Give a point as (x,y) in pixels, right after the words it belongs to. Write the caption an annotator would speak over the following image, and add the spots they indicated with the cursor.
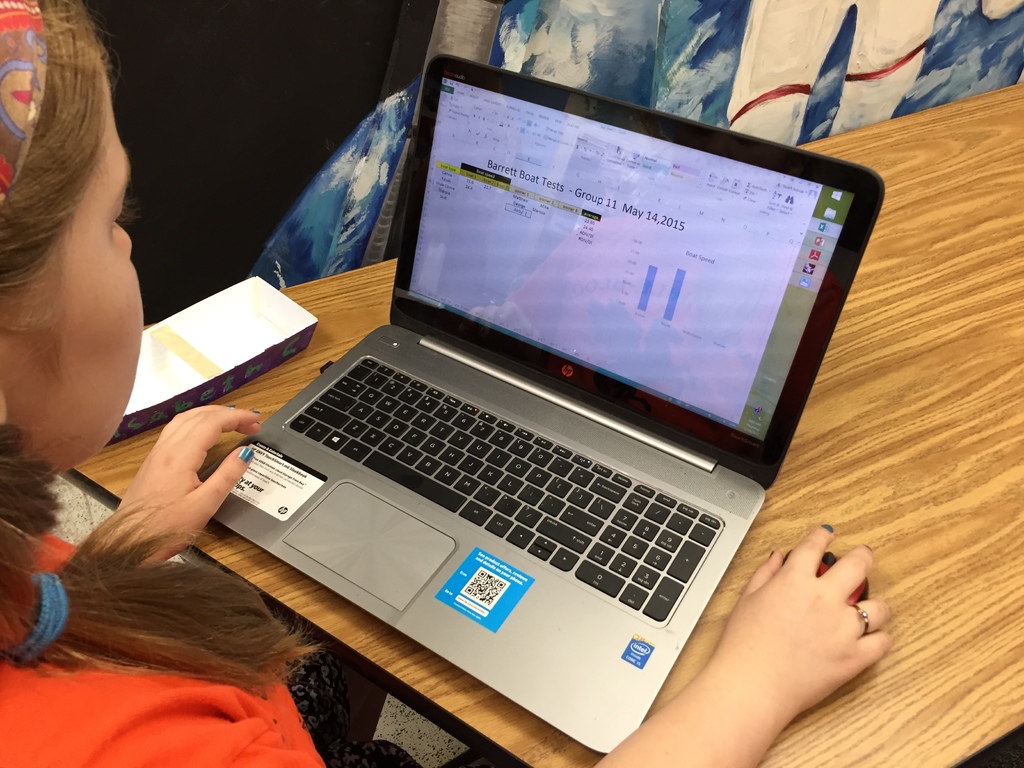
In this image there is a lady (2,164) sitting in front of the table (298,581), on which there is a laptop (302,423) and other object (177,325).
